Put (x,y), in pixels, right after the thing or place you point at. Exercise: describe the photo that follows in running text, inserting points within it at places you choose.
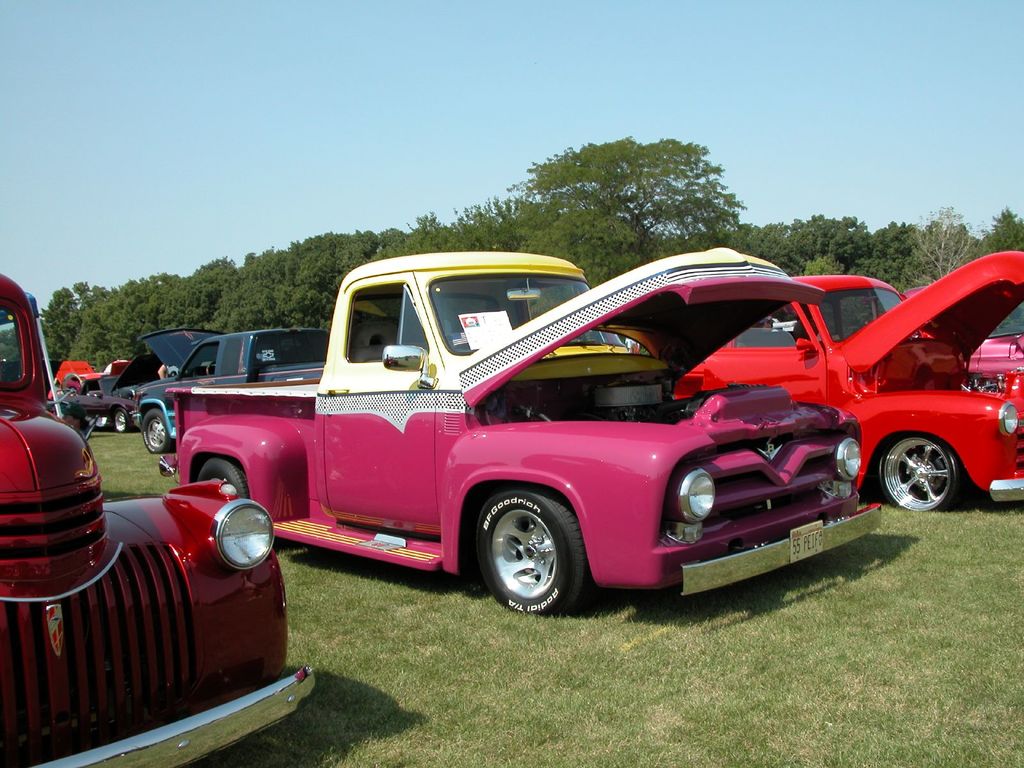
In this image I can see colorful cars (747,572) parked on the grass (984,763). There are trees (956,229) at the back (216,282).
